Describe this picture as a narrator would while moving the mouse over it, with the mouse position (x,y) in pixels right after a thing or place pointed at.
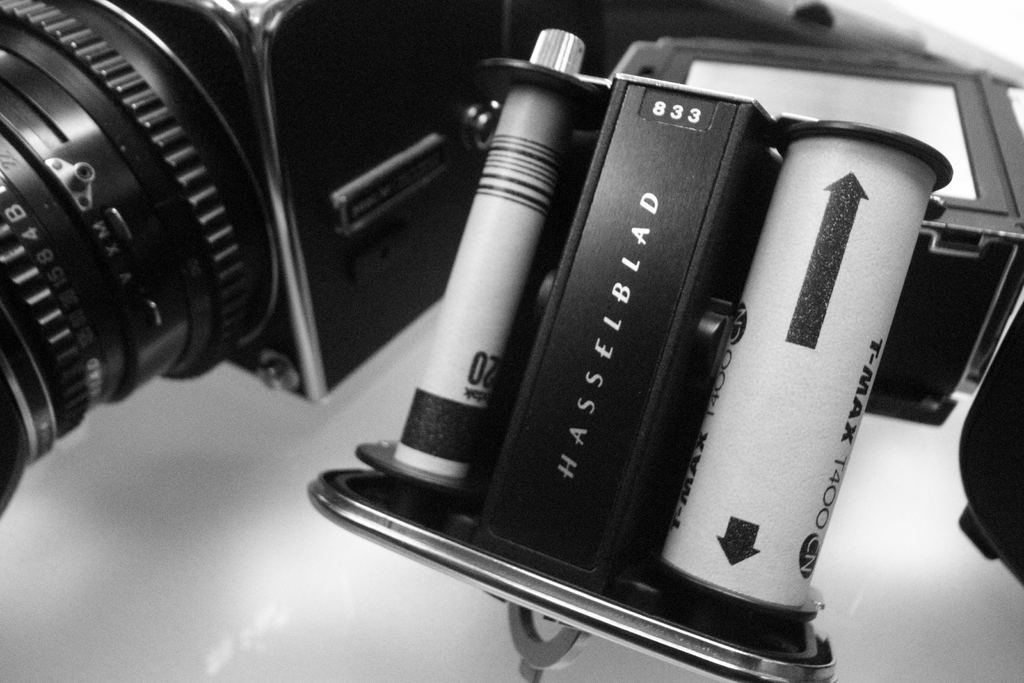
In this image I can see the black color camera (319,203) and there is a something written on it. And there is a white background (220,550).
